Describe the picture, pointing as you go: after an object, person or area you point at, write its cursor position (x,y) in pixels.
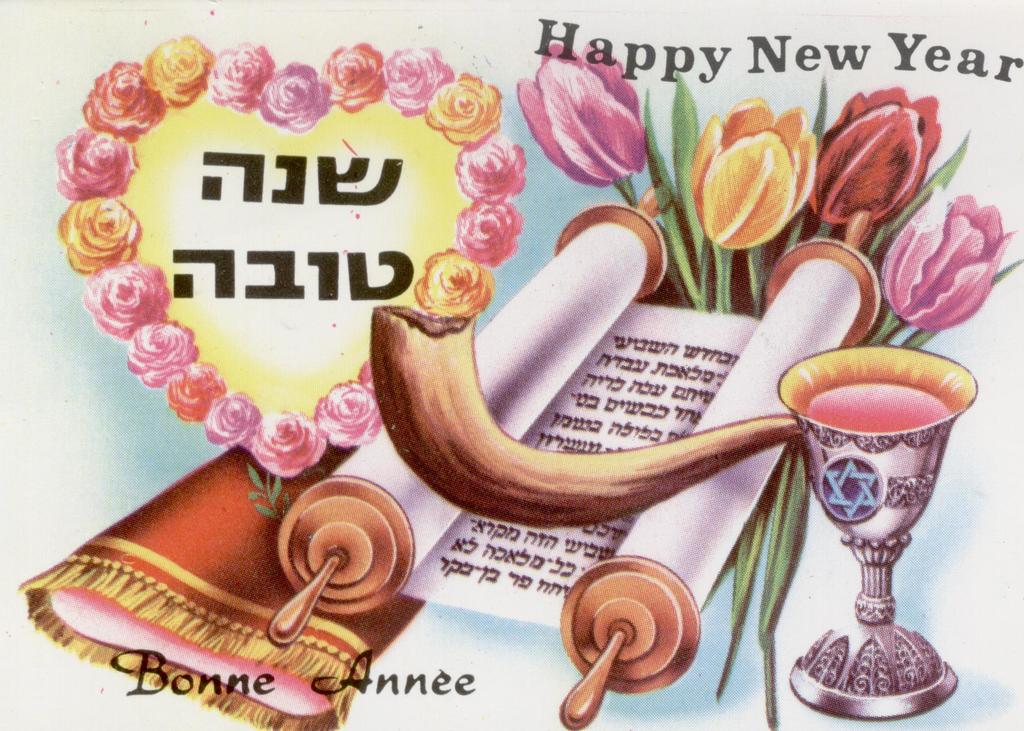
In this image I can see a depiction picture where I can see a cup (829,710), number of flowers (775,672), a paper roll (589,323) and a red colour thing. On the top right corner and on the bottom left side of this image (140,650) I can see something is written.
